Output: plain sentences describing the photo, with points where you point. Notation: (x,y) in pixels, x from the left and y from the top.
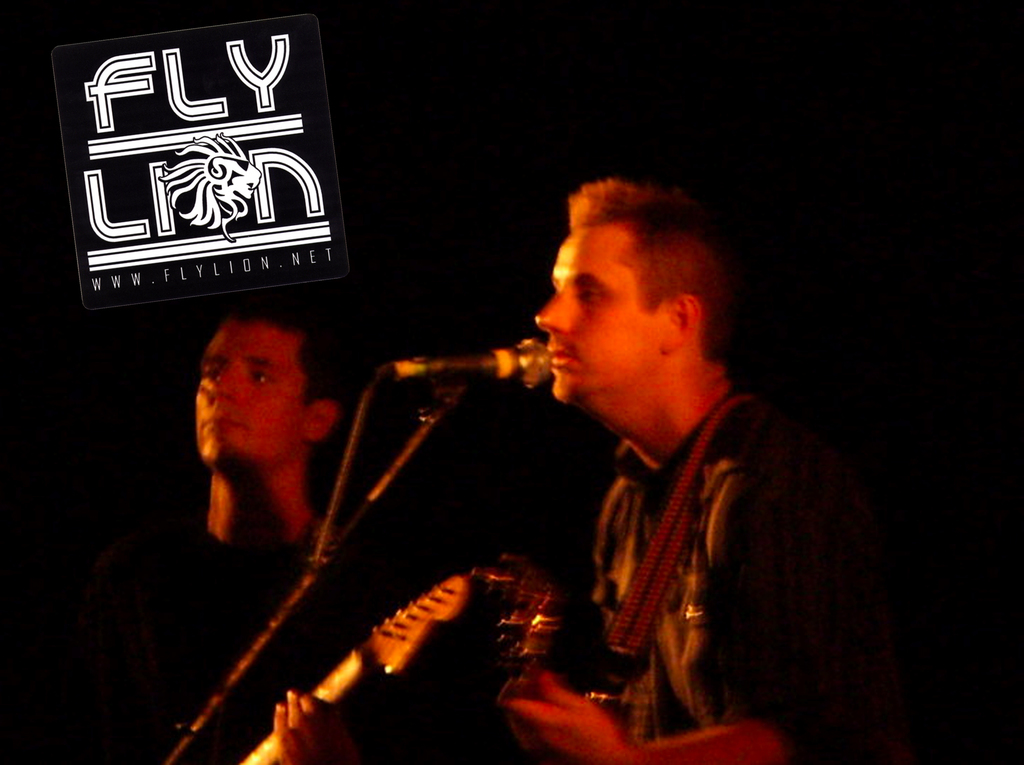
In this image we can see two people (657,490) holding the guitars (388,628). We can also see a mic (448,378) with a stand (425,422).
